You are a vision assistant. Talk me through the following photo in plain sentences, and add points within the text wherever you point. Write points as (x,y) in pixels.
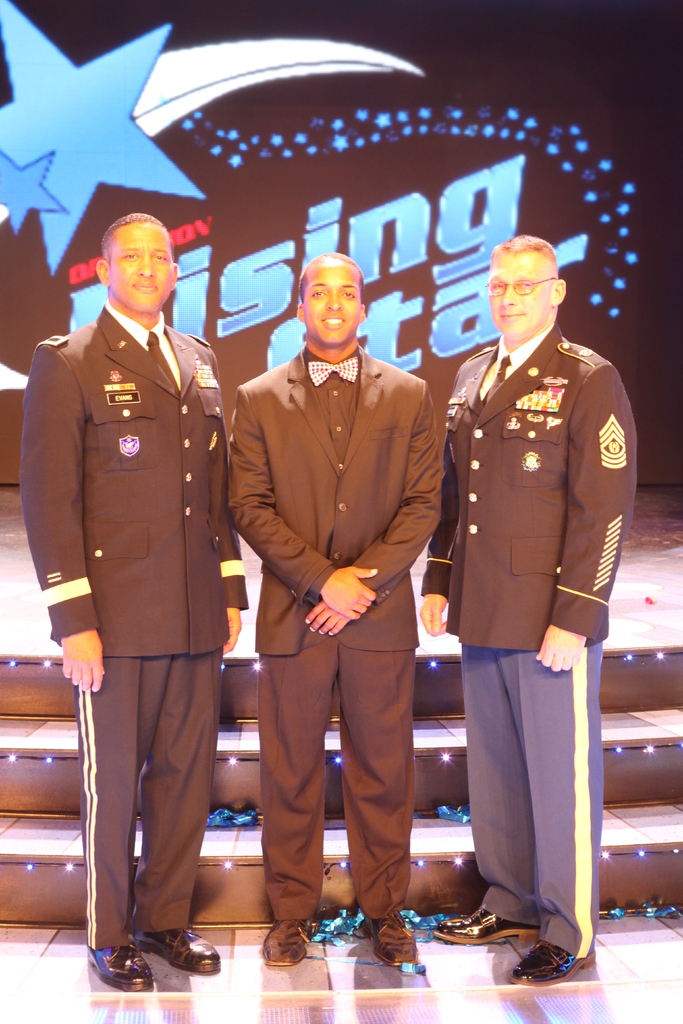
Here men (438,583) are standing wearing suit (399,680), these are stairs (605,779).
